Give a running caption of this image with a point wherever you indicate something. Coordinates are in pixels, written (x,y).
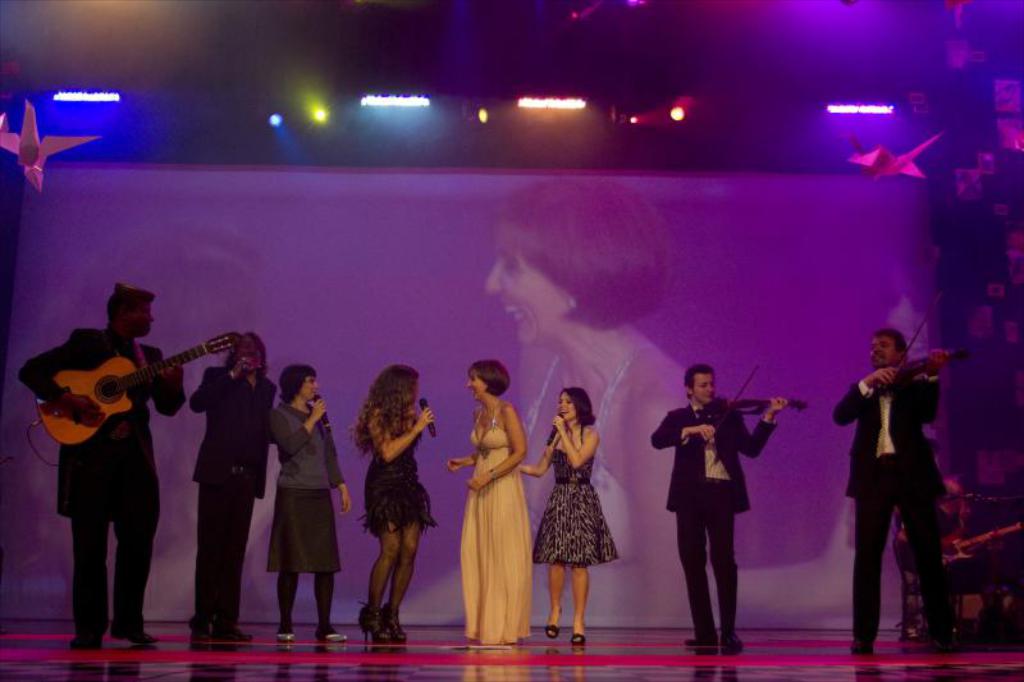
In this image there are group of people (465,556) standing on the stage (629,640) and few people (906,455) are playing a musical instruments (123,389).
